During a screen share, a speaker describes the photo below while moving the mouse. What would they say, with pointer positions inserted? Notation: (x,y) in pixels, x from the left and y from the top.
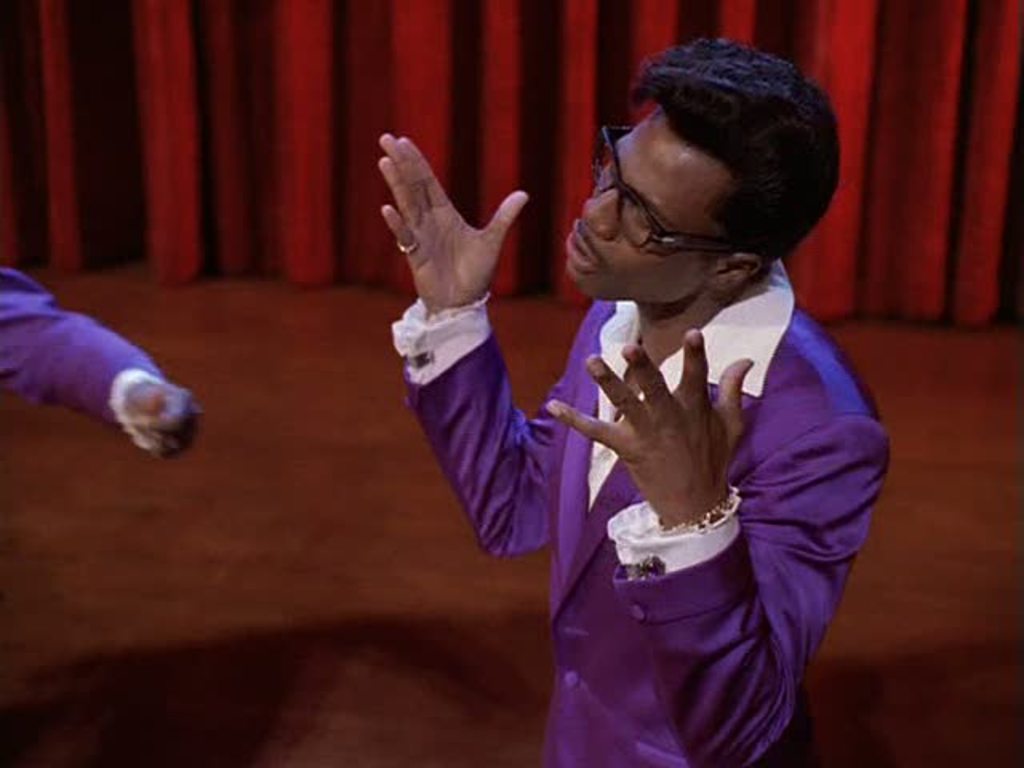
In this picture I can see a person (672,425) wearing spectacles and standing, side there is another person hand (148,406) and behind I can see a red color curtain (350,147) hanged.
